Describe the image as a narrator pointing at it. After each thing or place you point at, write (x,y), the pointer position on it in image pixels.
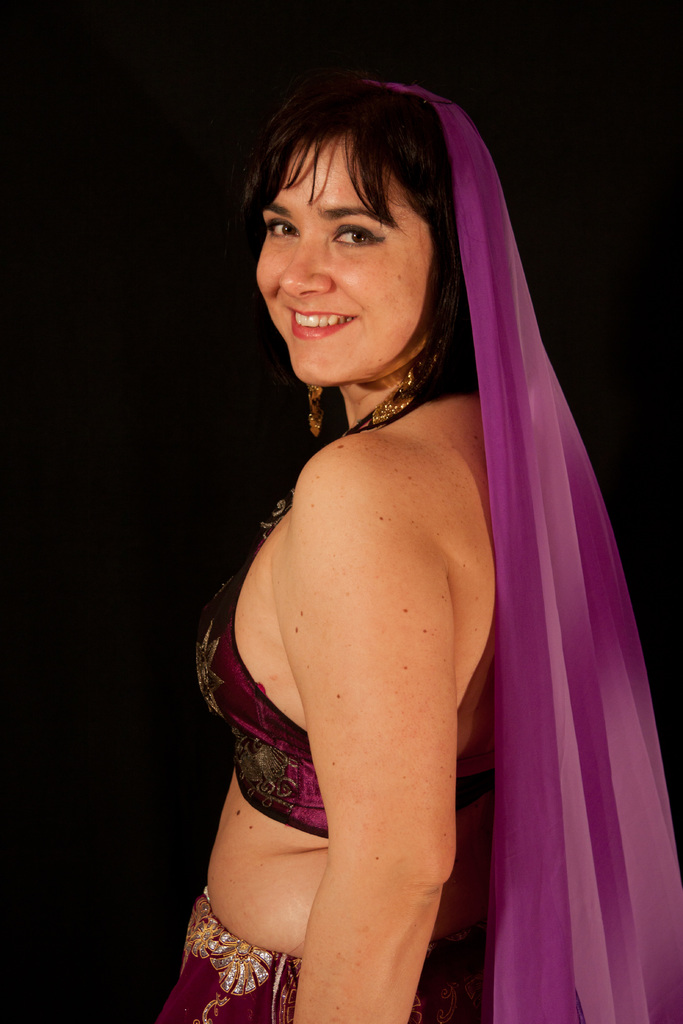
In this picture we can see a woman (416,618), she is smiling, and we can see dark background (124,441).
